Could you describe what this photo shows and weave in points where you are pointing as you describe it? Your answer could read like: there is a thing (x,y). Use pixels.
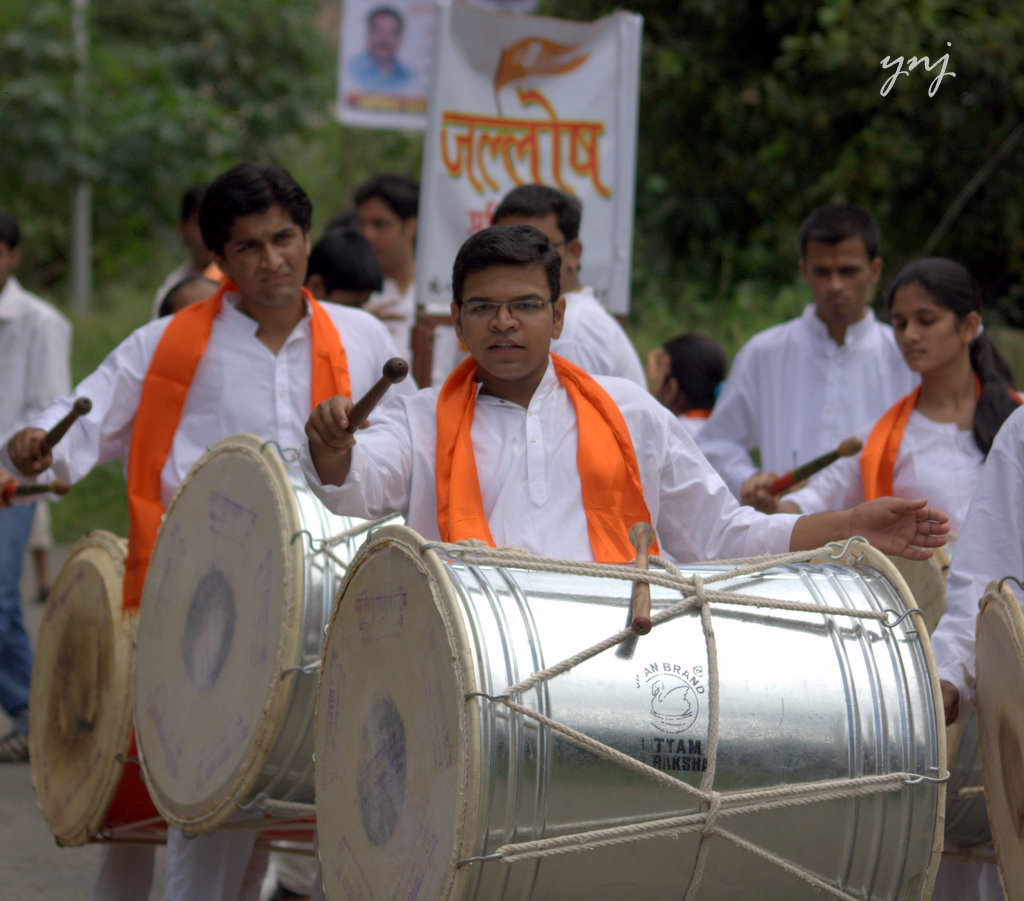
in the picture we can see the persons (344,416) holding the drums (592,732) and playing it with a stick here we can see a banner (461,145) and we can also see trees (284,91) behind them.
